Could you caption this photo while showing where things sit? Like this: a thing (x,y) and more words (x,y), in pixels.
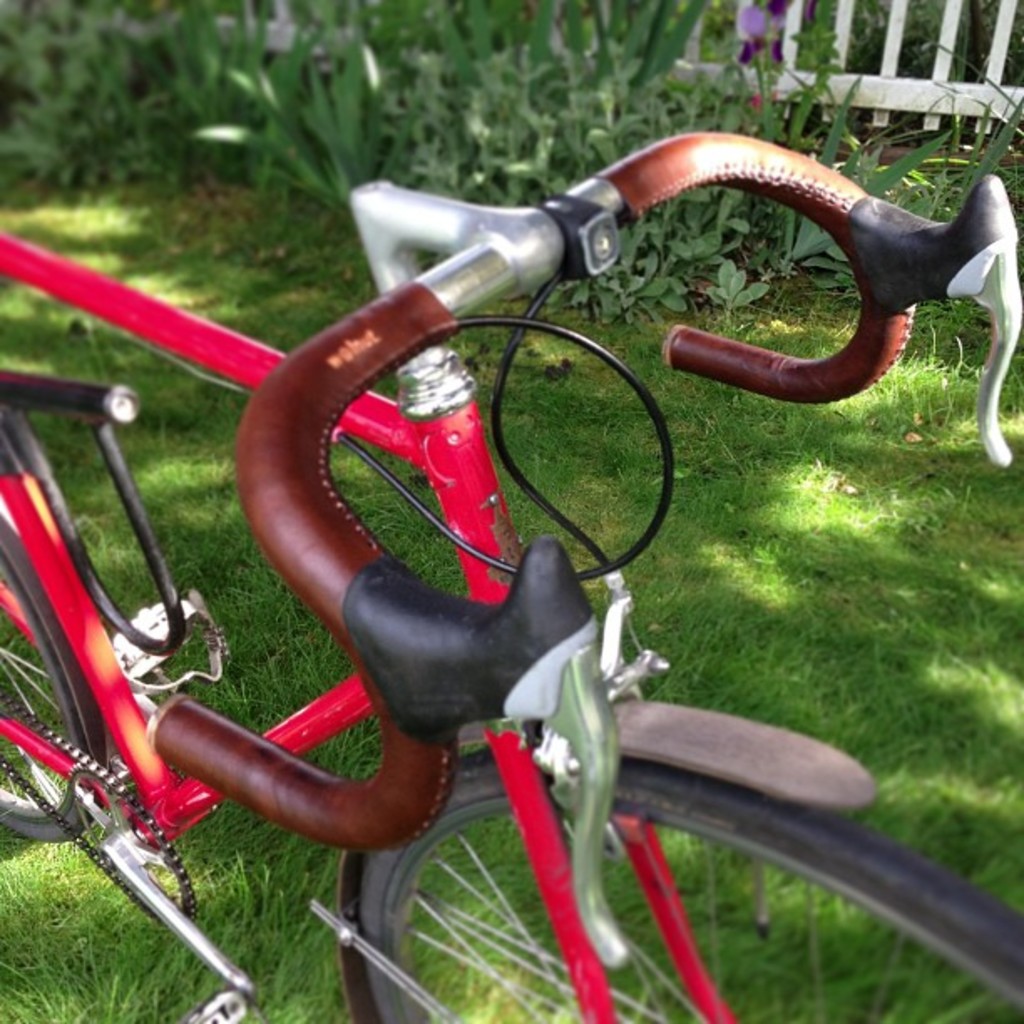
This picture is clicked outside. In the foreground (551,607) there is a red color bicycle (554,612) parked on the ground (668,995) and the ground (903,525) is covered with the green grass (554,471). In the background (935,87) we can see a white color fence (894,100) and the plants (881,170).
